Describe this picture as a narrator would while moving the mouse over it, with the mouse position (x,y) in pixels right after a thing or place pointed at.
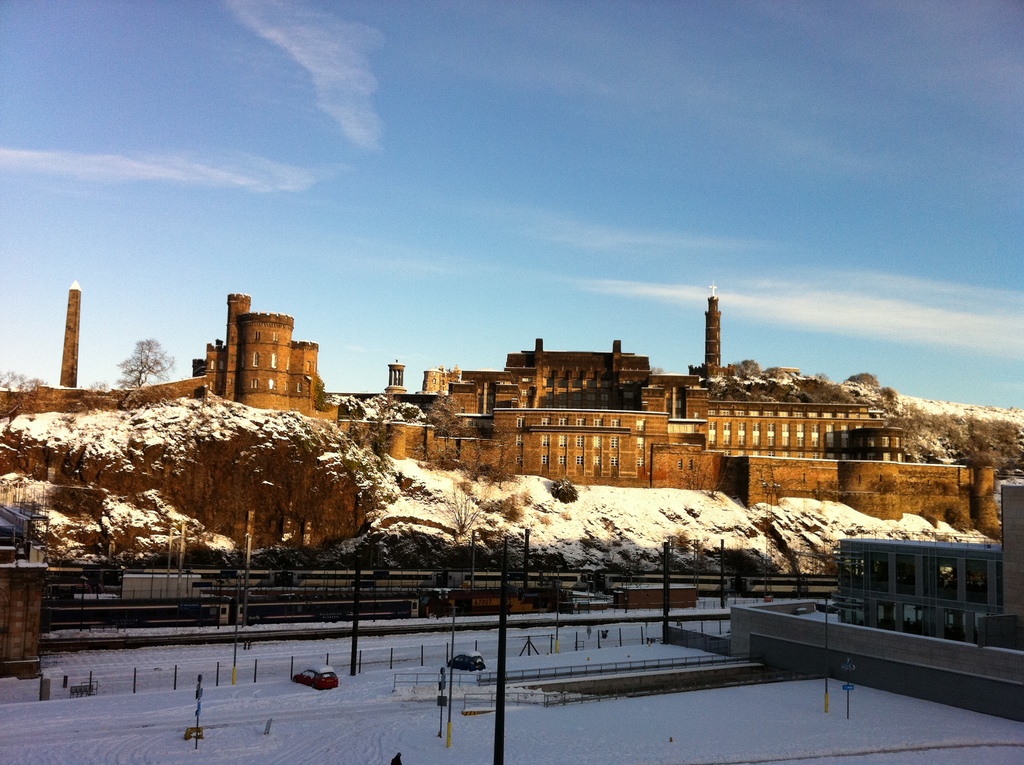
In the image there are two cars (302,679) covered in snow (524,707) in front of fence (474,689), there are electric poles (354,602) all over the land (158,668), there is building (894,615) on the right side (935,553), in the back (604,410) there is a castle (617,424) on the hill (936,532) covered with snow (700,517) with trees (754,370) behind it and above its sky (454,112) with clouds (848,312).
